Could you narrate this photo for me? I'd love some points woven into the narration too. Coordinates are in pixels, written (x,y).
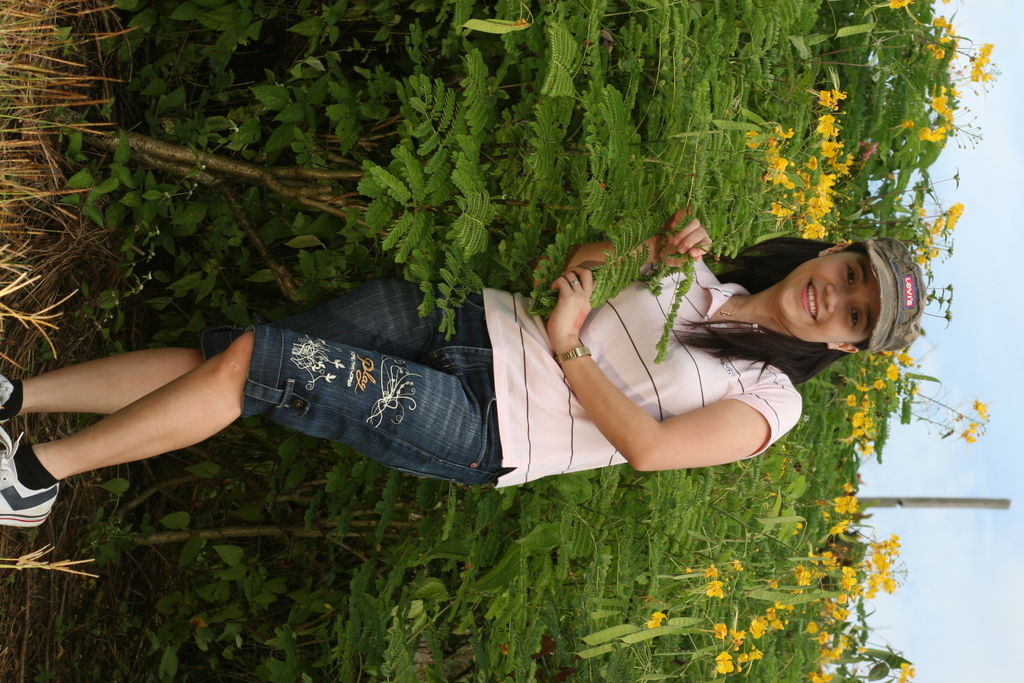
In front of the image there is a person (615,385) having a smile on her face (845,324). Behind her there are trees (758,494) and flowers (834,528). There is a pole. At the bottom of the image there is grass (50,419) on the surface (59,518). At the top of the image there is sky (986,350).
